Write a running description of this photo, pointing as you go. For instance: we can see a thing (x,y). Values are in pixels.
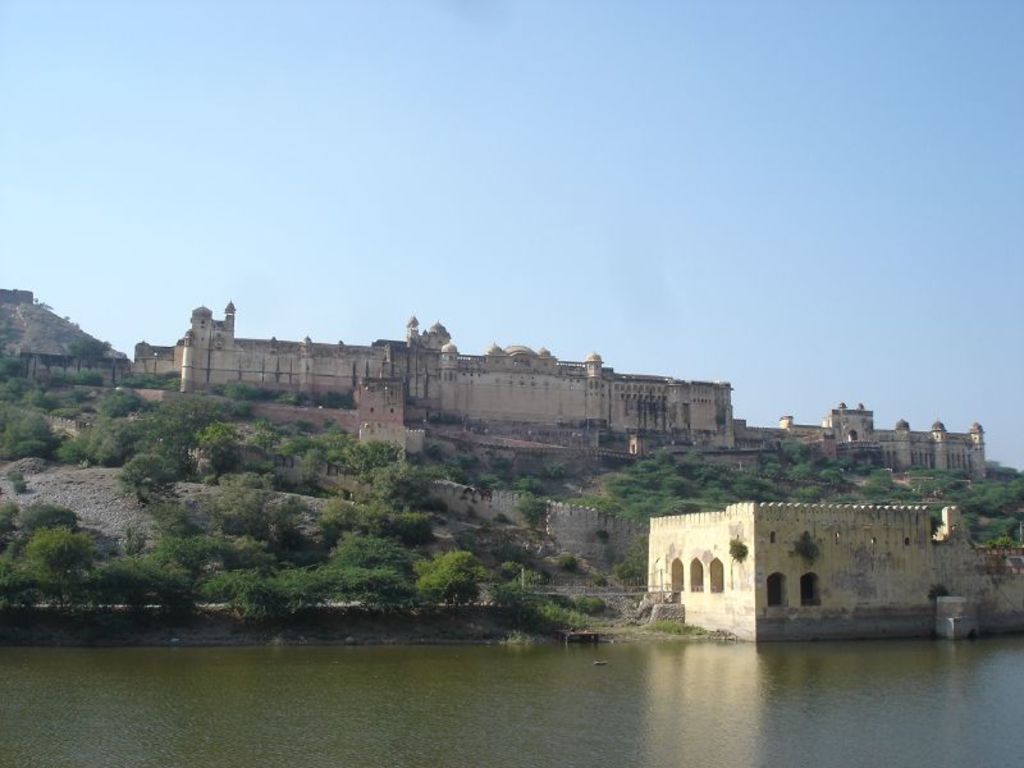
This picture shows a monument (622,428) and we see a house (796,554) and we see trees (271,564) and water (806,751) and a blue sky (594,166).
